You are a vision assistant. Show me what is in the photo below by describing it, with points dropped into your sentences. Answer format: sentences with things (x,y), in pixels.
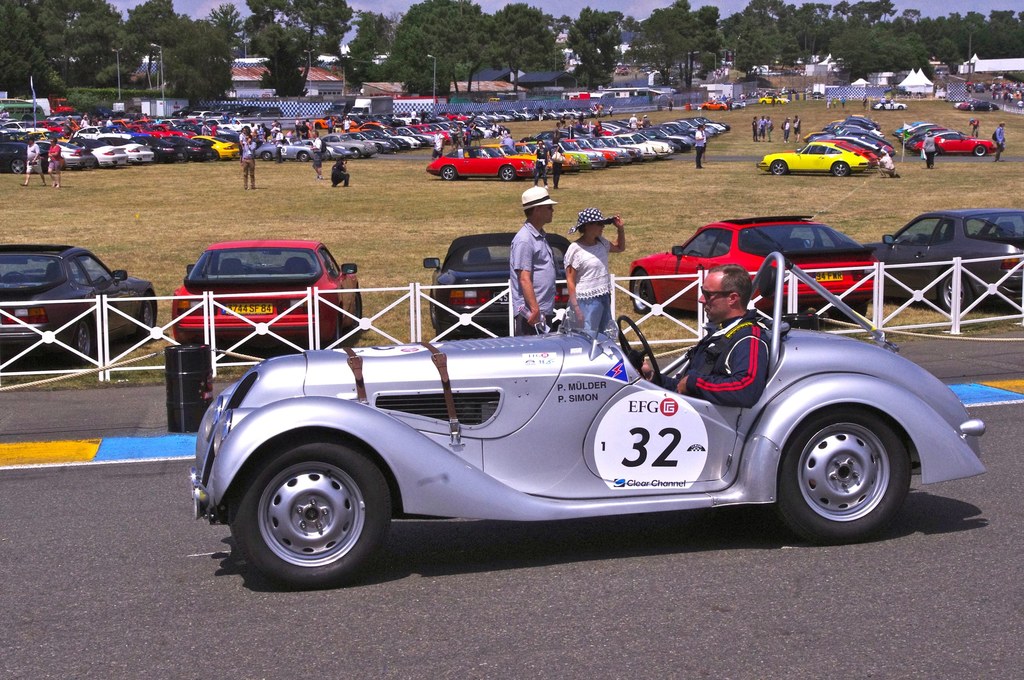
This image is clicked on the road (381,594). There is a car (437,456) on the road (247,571). There is a person (702,371) sitting in the car (327,570). Beside the road (65,470) there is a railing (318,323). Behind the railing (189,297) there is ground (369,191). There are many cars (225,249) parked on the ground (323,192). There are many people (585,129) standing on the ground (719,142). In the background (379,76) there are houses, trees (511,42) and poles (159,50). At the top (409,8) there is the sky (651,5).
